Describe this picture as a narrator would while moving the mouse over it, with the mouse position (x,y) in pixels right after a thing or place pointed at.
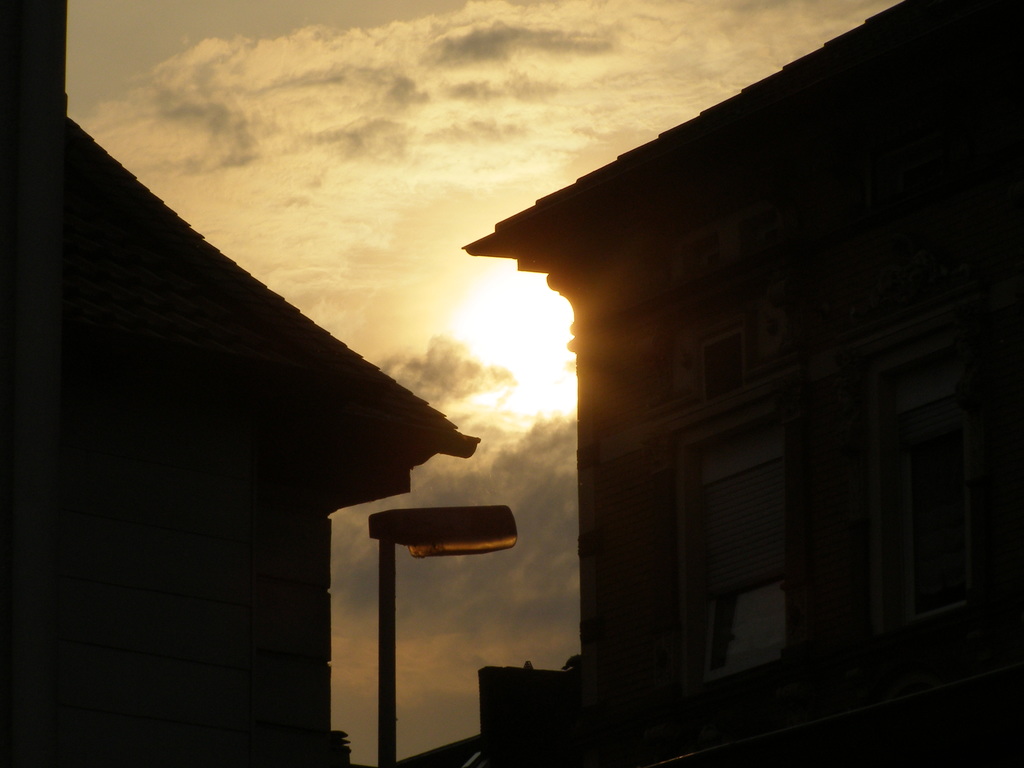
In this picture we can see there are buildings (745,504) and a pole (394,598). Behind the buildings (289,490) there is the cloudy sky (505,371).
